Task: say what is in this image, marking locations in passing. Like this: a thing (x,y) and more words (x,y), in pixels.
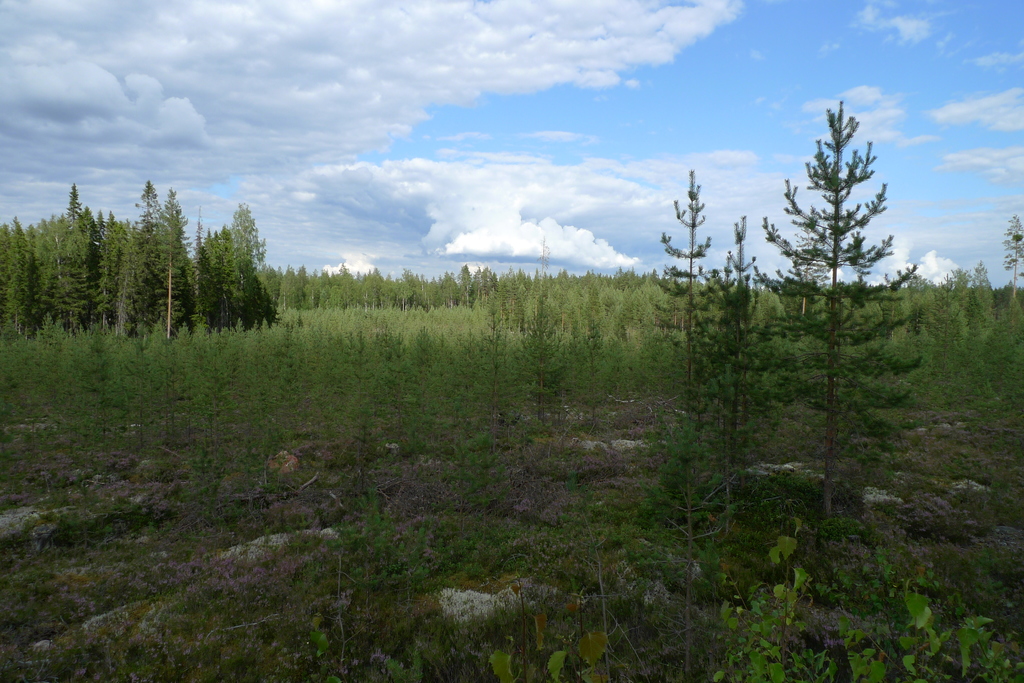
In this image I can see a ground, on which I can see plants (281,342) and trees (713,312), at the top (400,133) there is the sky (349,124).
